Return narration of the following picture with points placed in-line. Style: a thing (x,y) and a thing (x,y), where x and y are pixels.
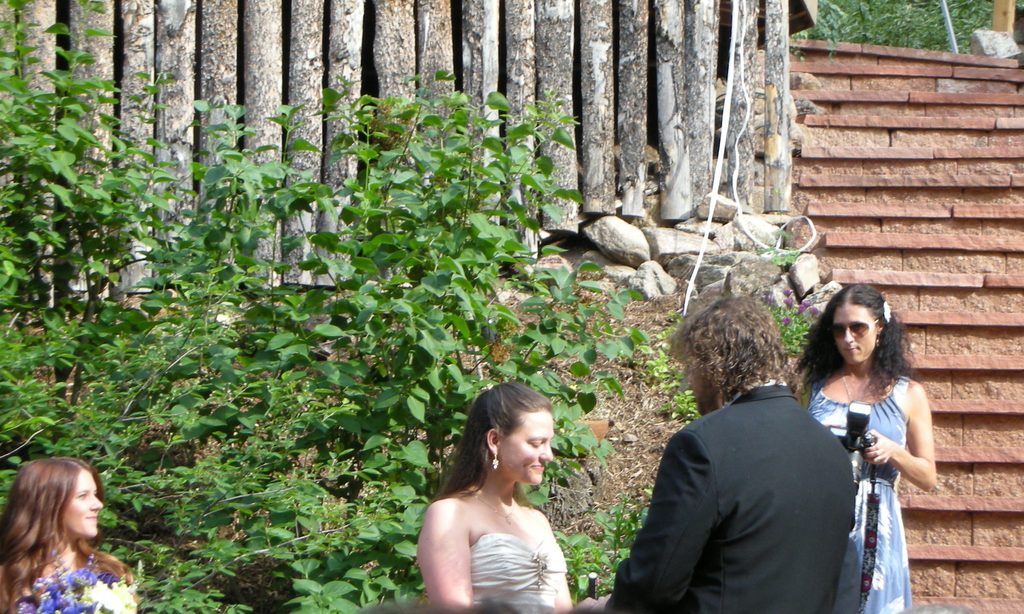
As we can see in the image, there are four people (750,362) standing in the front (480,604) and there is a tree (351,230) over here.
